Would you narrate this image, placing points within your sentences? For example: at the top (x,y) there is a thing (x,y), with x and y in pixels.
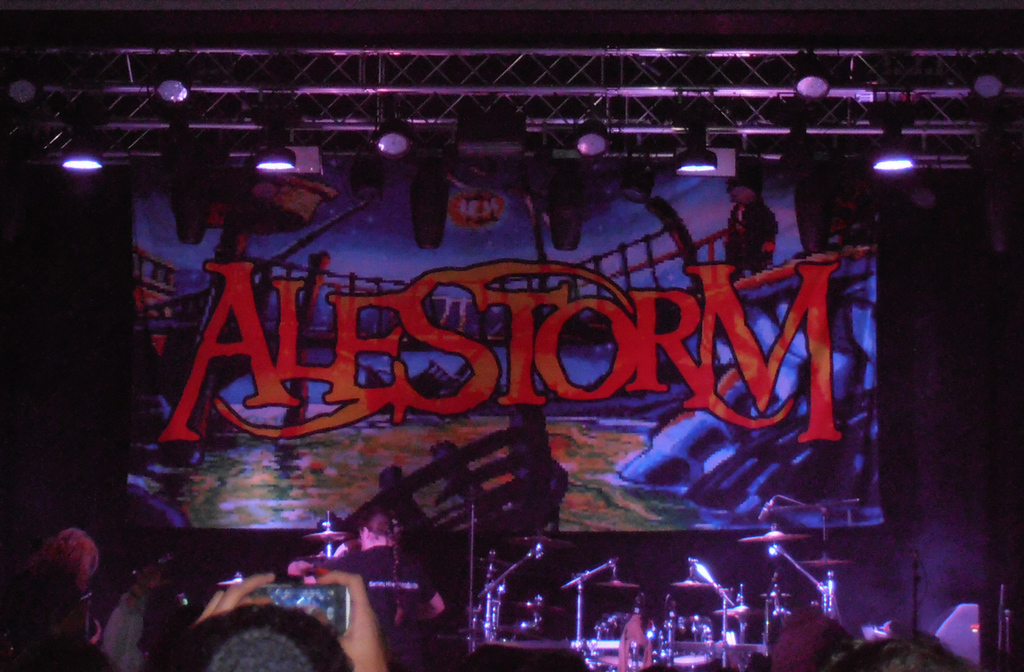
There is a poster (468,348) with something (561,335) written on that. On the stage (556,600) there are musical instrument (693,574). In the front (271,630) we can see a person (277,626) holding a mobile (321,599). On the top (321,95) there are stands (588,95) with lights (702,137).
